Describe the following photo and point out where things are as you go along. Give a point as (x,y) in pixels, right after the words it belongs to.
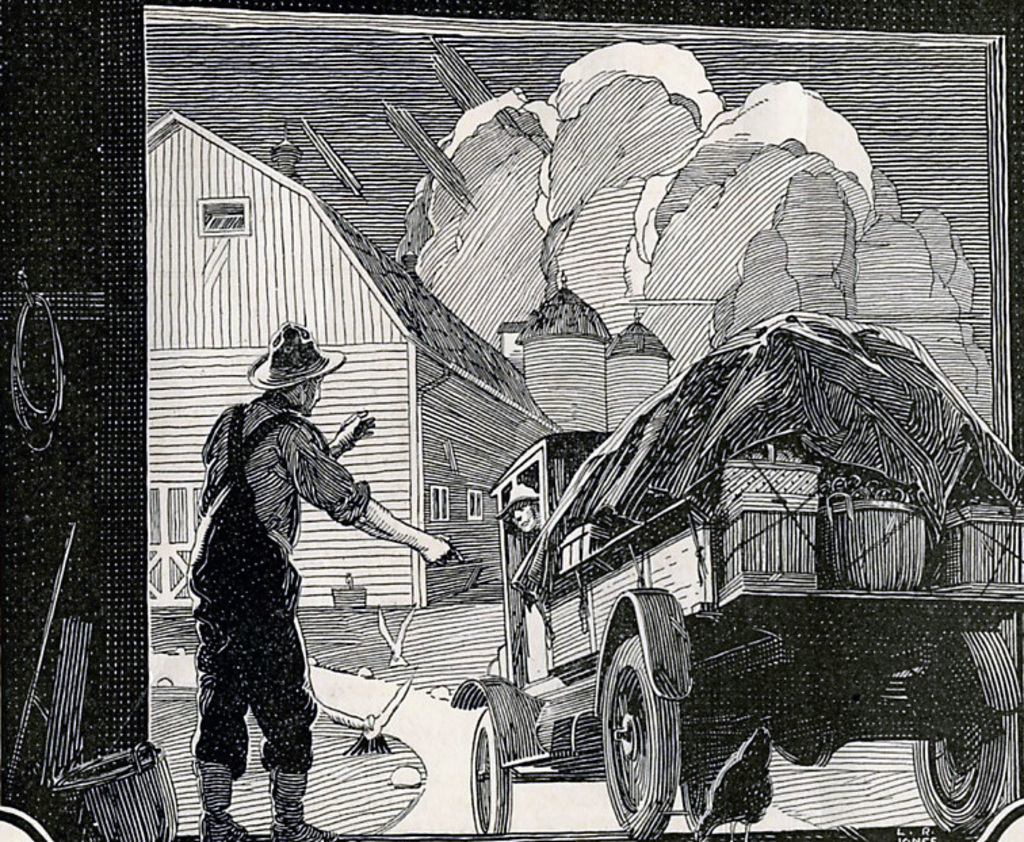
In this image we can see a vehicle (673,439) parked on the road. To the left side of the image (307,424) we can see a person (263,565) standing and wearing hat (309,346). In the background (547,427), we can see a building (363,395) and sky (864,169).
